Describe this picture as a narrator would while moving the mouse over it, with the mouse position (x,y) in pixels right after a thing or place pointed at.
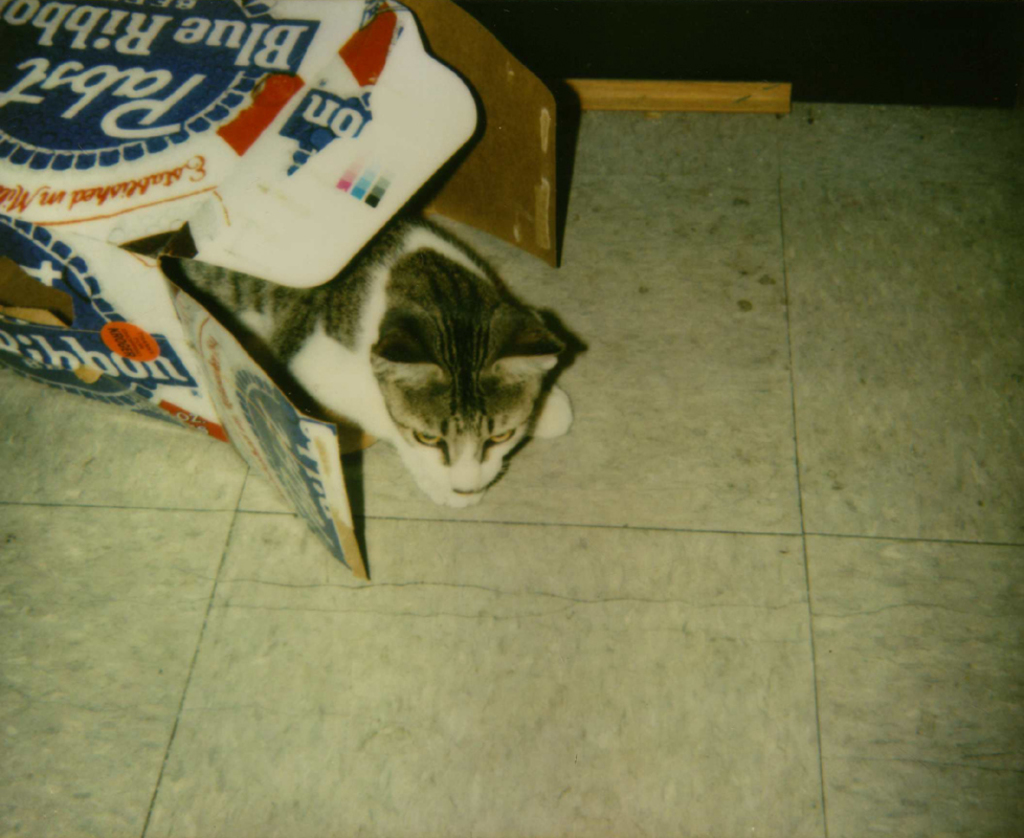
In this image I can see a cat (526,385) in the cardboard box (277,409), the cat (513,387) is in white and gray color, and the cardboard box (359,242) is in white and blue color, and the floor (181,623) is in cream color.
